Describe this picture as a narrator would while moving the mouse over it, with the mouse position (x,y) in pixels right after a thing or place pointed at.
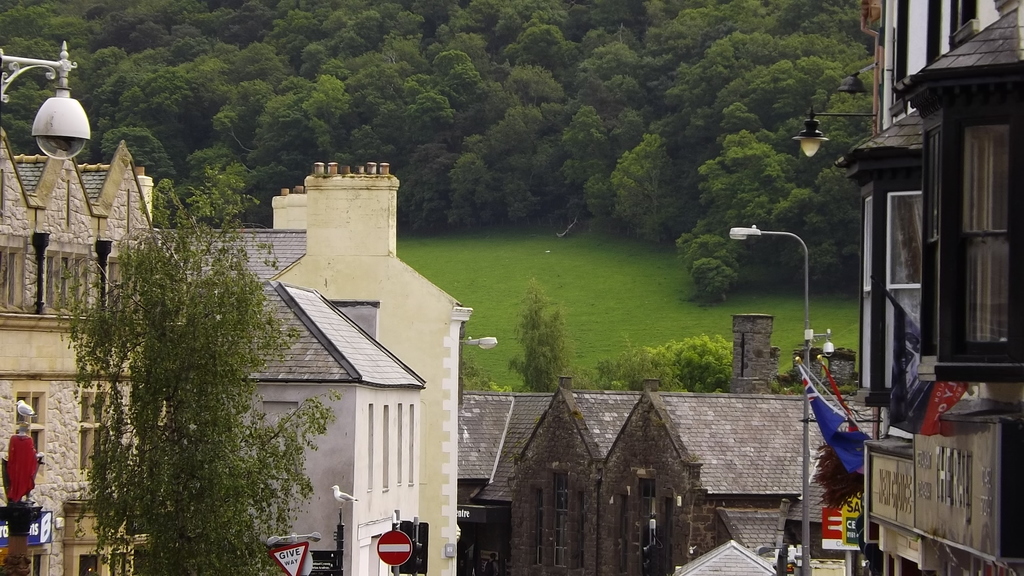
This is an outside view. At the bottom (598,428) there are many buildings (638,453), light poles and trees (222,396) and also I can see few boards (310,565). In the background (551,260), I can see the grass (573,280) on the ground (558,255). At the top of the image (429,100) there are many trees (365,67).
